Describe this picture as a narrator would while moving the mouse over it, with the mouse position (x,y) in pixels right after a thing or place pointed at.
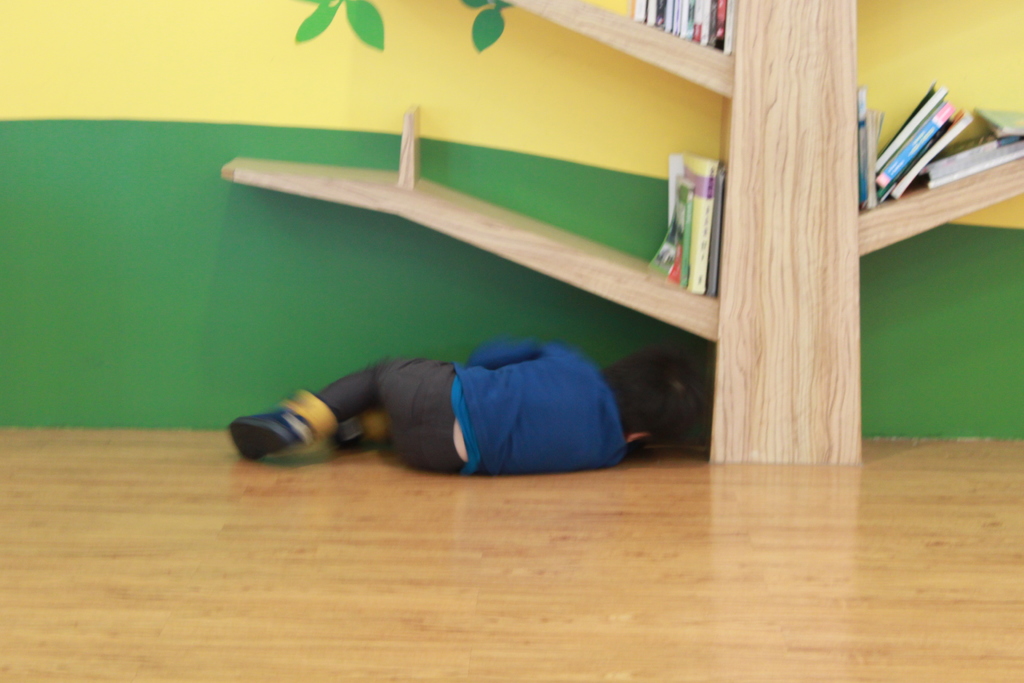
This picture is clicked inside. In the foreground (636,548) we can see the floor (488,514) and there is a kid (396,422) wearing blue color dress (523,430) and seems to be lying on the floor (292,477). In the center (628,283) we can see the shelf (350,196) containing books (1016,137). In the background (278,70) there is a wall (155,135).
